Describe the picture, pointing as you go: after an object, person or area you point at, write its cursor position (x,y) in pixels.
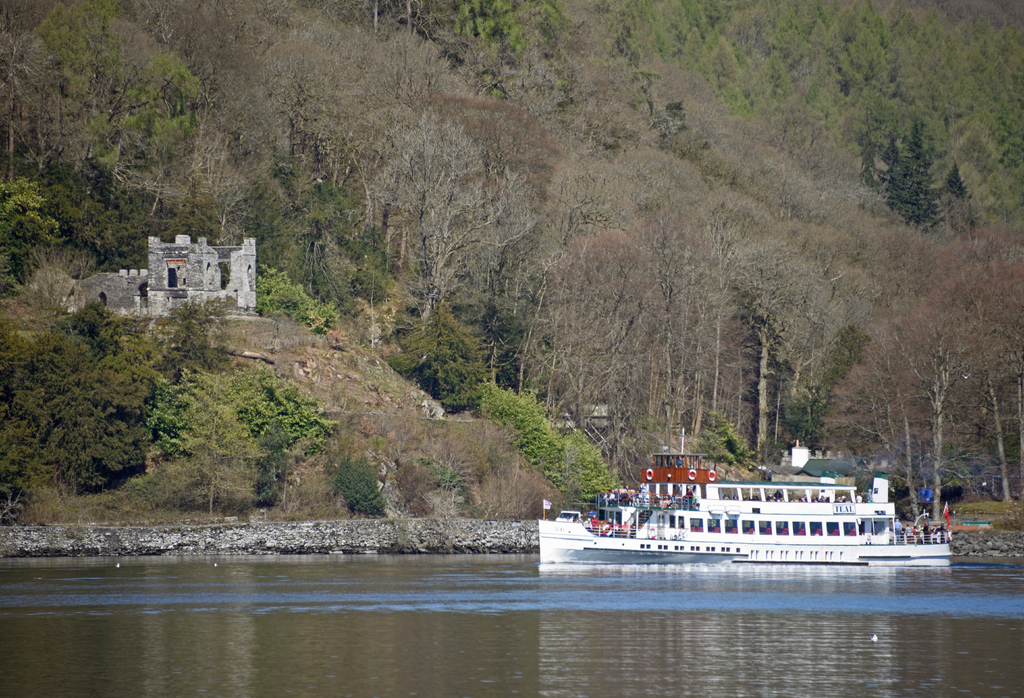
In the picture I can see people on a white color boat (732,522). The boat (714,534) is on the water (640,585). In the background (242,419) I can see trees (241,396), plants (393,434) and some other objects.
